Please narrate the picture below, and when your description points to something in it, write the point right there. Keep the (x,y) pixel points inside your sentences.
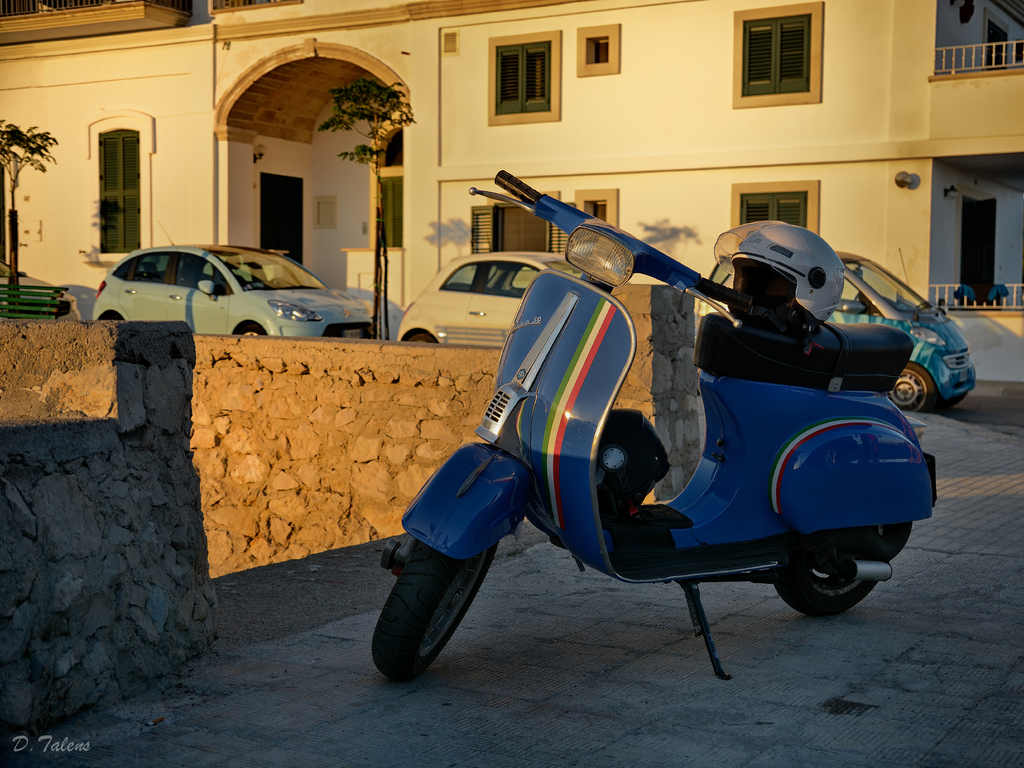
There is a house (513,240) and three cars (239,273) are parked in front of the house (457,250), beside the cars (422,325) there is a small wall (452,385) and there is a scooter (704,486) parked beside the wall (325,348). There is a bright sunlight (405,182) falling on the building (742,217).
